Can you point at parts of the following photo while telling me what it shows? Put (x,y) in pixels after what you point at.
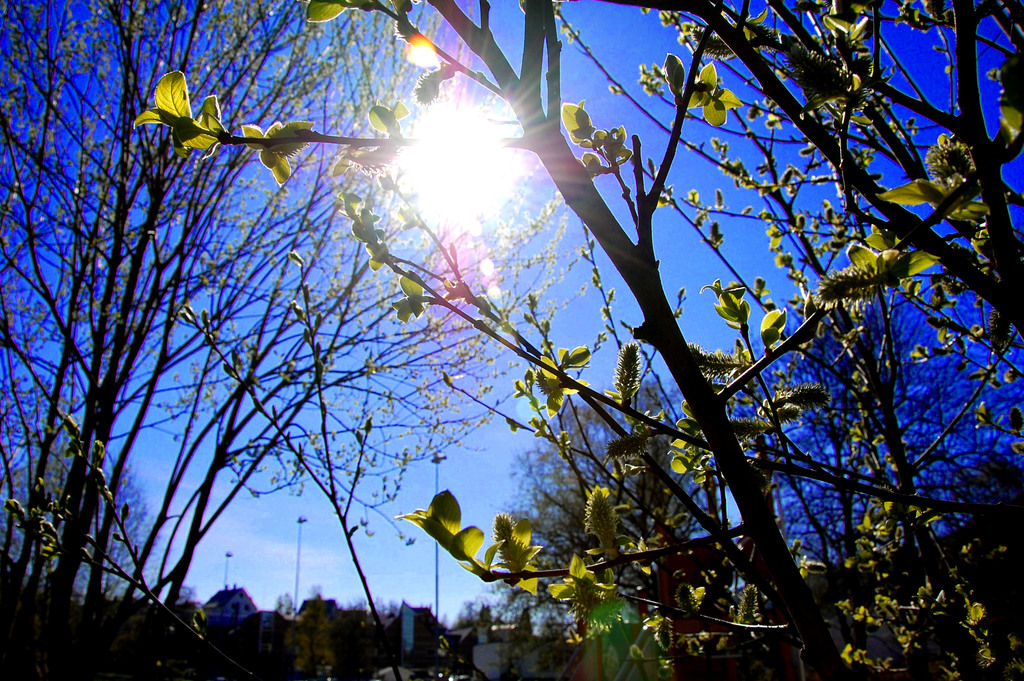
In this picture we can see plants (861,565) in the front (874,527), in the background (815,487) there are trees (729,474), we can see the sky (720,182) at the top of the picture (452,148), there is the Sun (454,163) here.
